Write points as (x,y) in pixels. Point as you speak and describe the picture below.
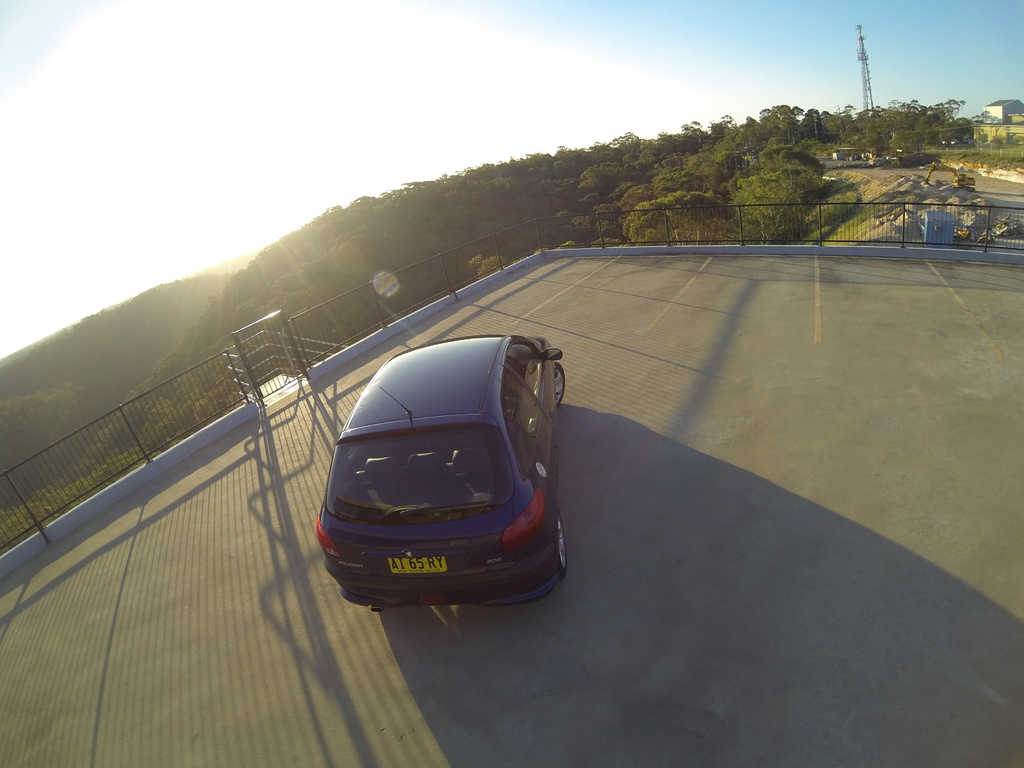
In this image, we can see a car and there are some trees (425,247), at the top (658,30) there is a sky (665,19).
